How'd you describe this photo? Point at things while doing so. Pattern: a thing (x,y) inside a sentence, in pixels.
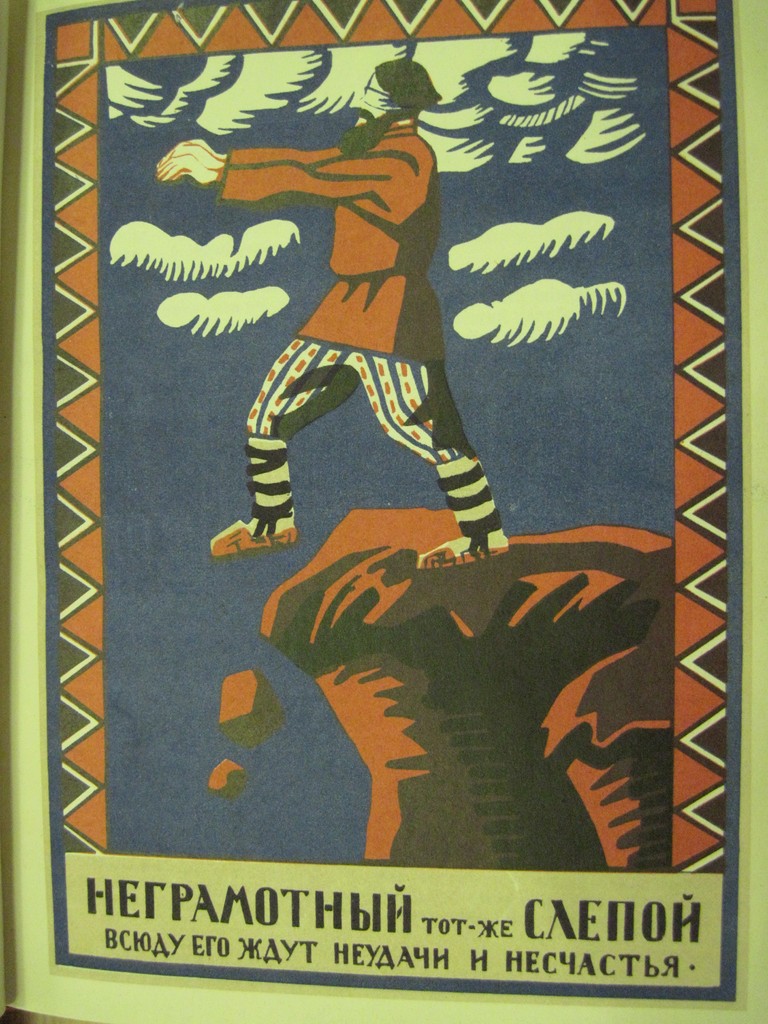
In this picture, it seems like a poster (408,406) and text (576,935).
